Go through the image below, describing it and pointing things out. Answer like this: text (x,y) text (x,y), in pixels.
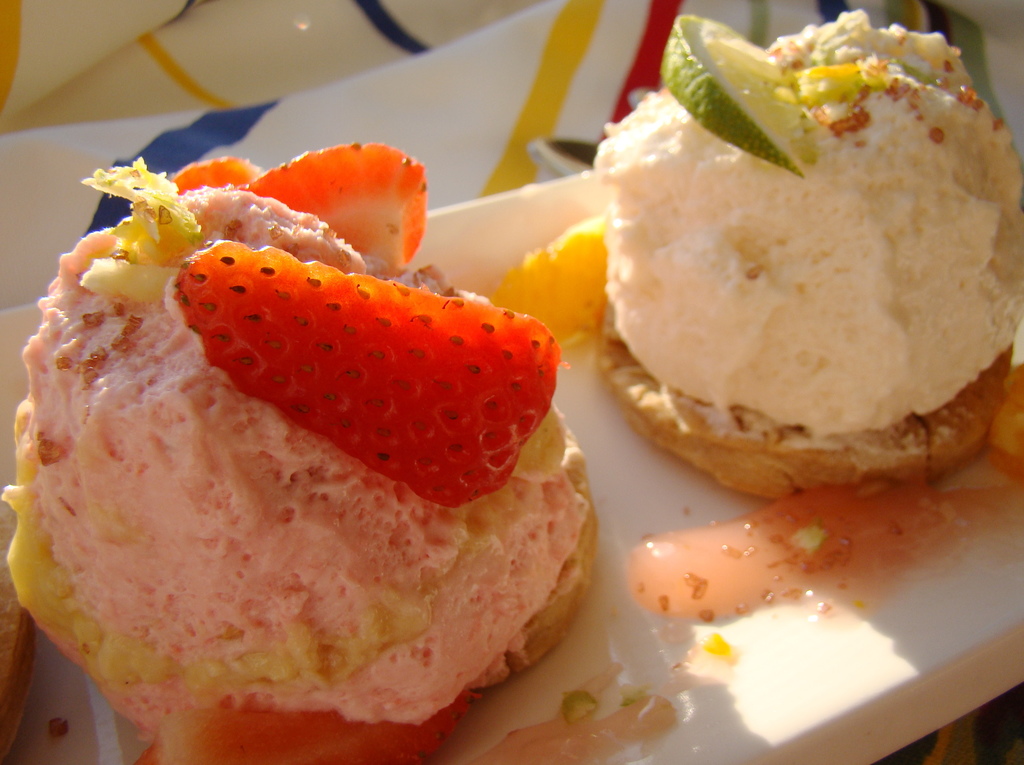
In this picture we can see food (362,390).
